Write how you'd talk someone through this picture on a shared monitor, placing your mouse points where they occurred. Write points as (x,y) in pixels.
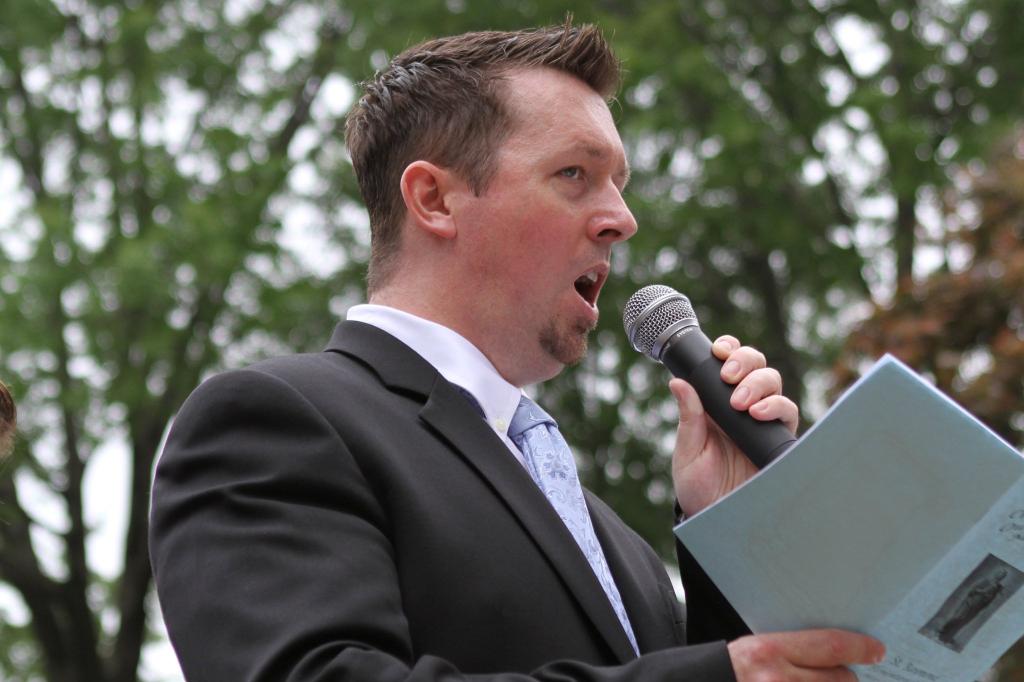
A man (489,98) is speaking with a mic (777,436) in his hand (777,404). He holds a book (977,476) with another hand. He wears a black color suit (284,494). He has some trees (300,164) in the background (655,195).
